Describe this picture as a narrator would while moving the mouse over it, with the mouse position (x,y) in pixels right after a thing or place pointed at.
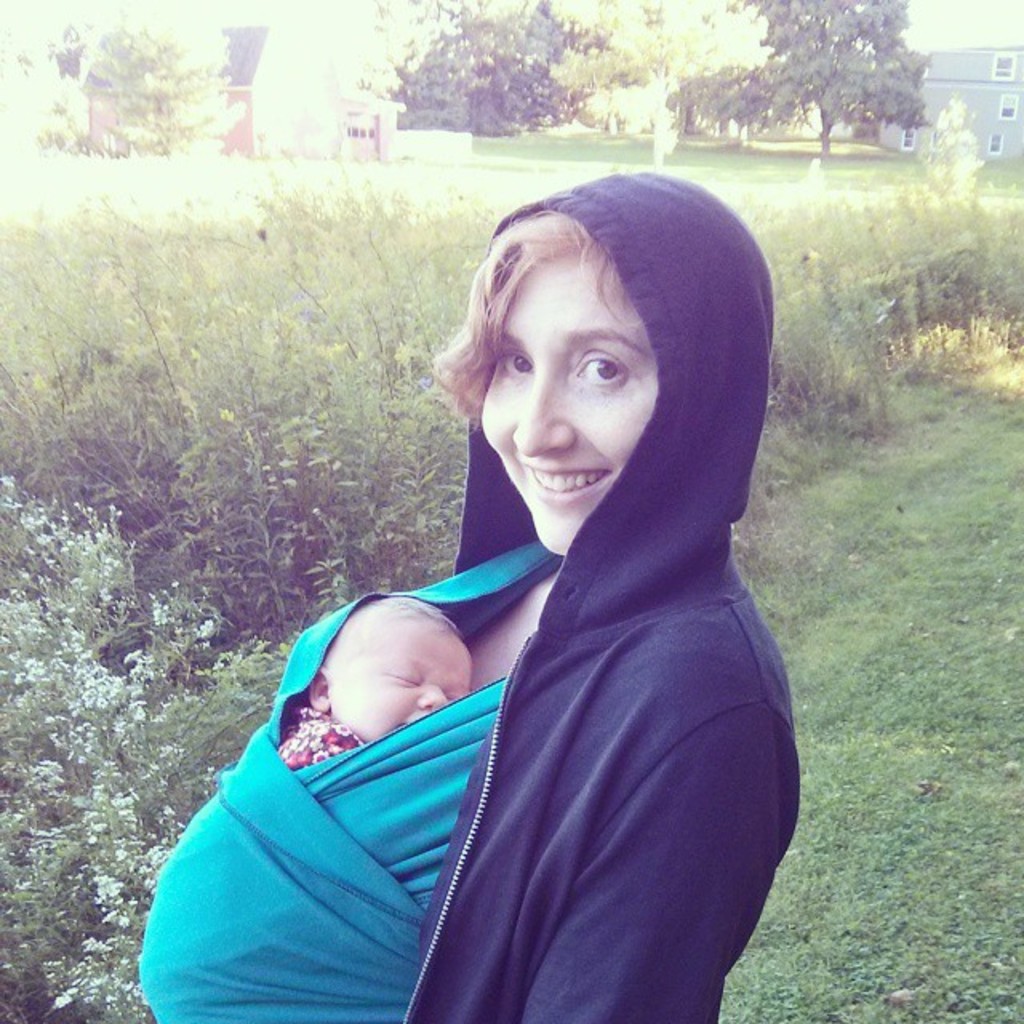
In the center of the image (606,406), we can see a lady (610,492) smiling and holding a baby (331,707) and in the background (581,73), there are buildings (315,100) and we can see trees (845,70) and plants (765,197). At the bottom (866,823), there is ground (866,802).
